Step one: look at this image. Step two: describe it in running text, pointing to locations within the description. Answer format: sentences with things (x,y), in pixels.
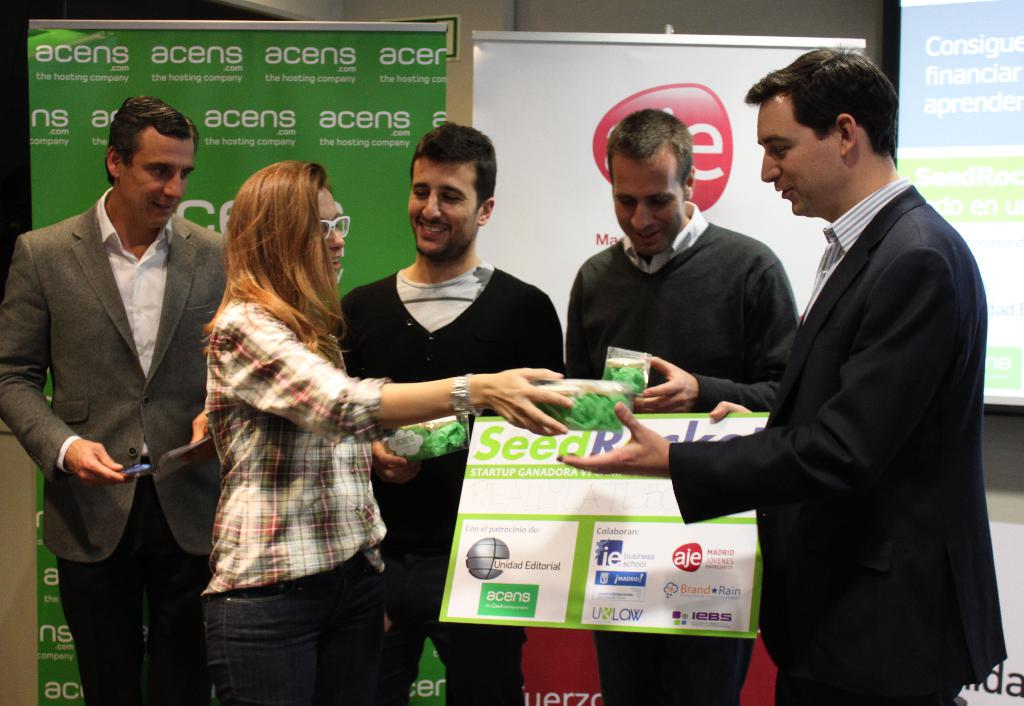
There are five persons (604,322) standing. Few are holding boxes (626,376) in the hand (527,381). One person (665,470) is holding a board (637,535) with something written on that. In the back (857,45) there are banners (258,140). And the lady (269,441) is wearing specs (341,223) and watch (461,402).
